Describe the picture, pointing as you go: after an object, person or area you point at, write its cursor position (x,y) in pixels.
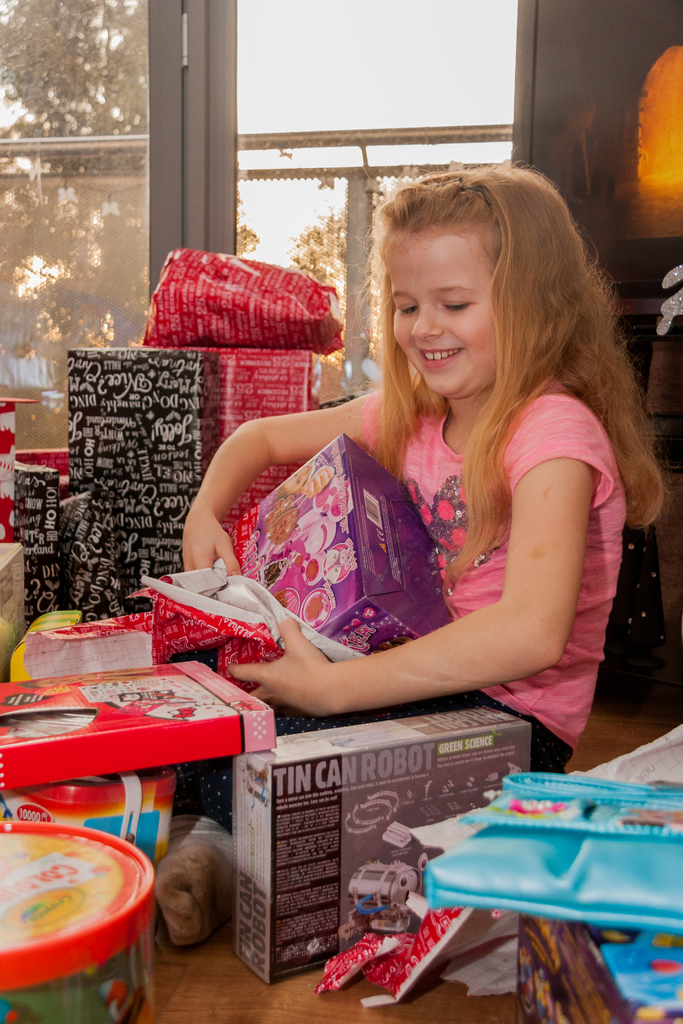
In this image we can see a girl (489,669) sitting on the floor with gifts (403,775) and toys (492,847). In the background (41,379) we can see door (327,171), fencing (334,142), sky (327,91) and tree (34,88).
